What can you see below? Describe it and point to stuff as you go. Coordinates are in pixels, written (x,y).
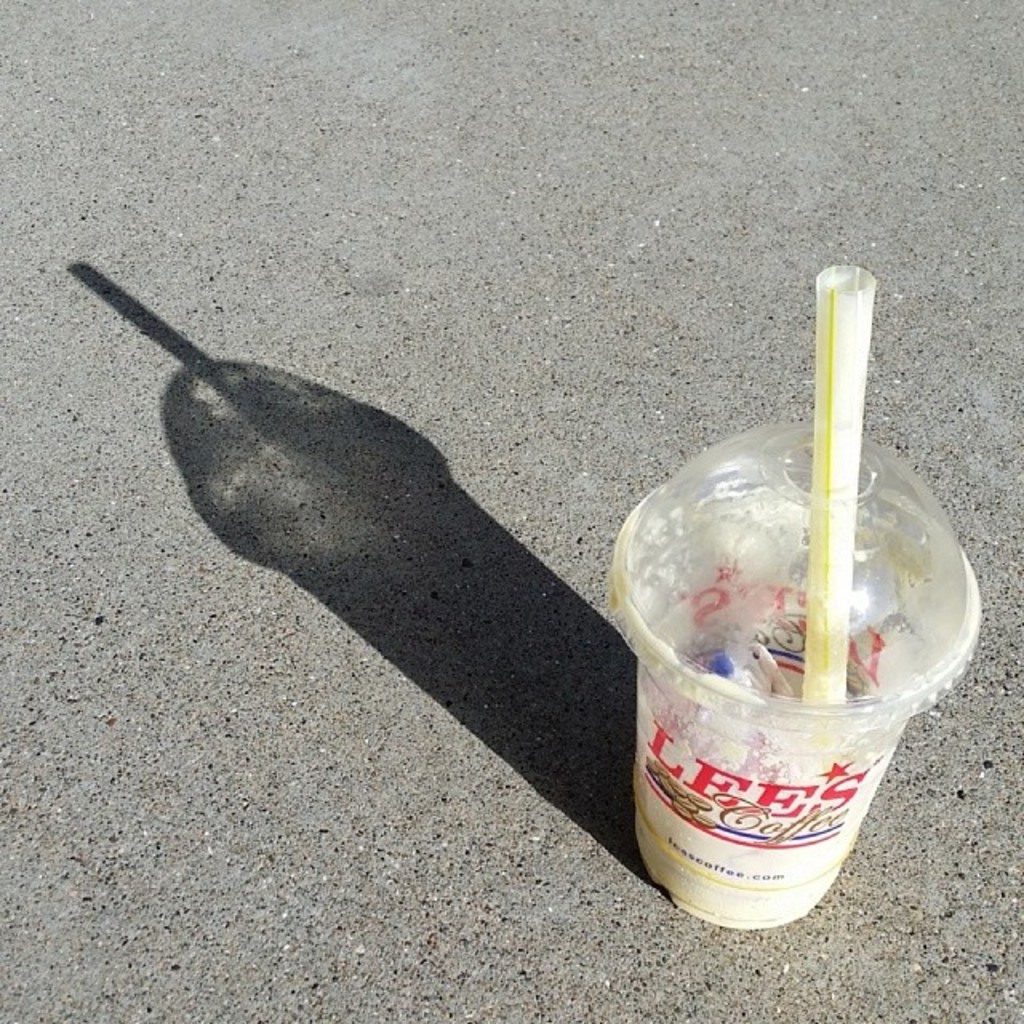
In this image we can see a disposable tumbler (810,471) with straw (825,468) in it placed on the floor (294,593).
